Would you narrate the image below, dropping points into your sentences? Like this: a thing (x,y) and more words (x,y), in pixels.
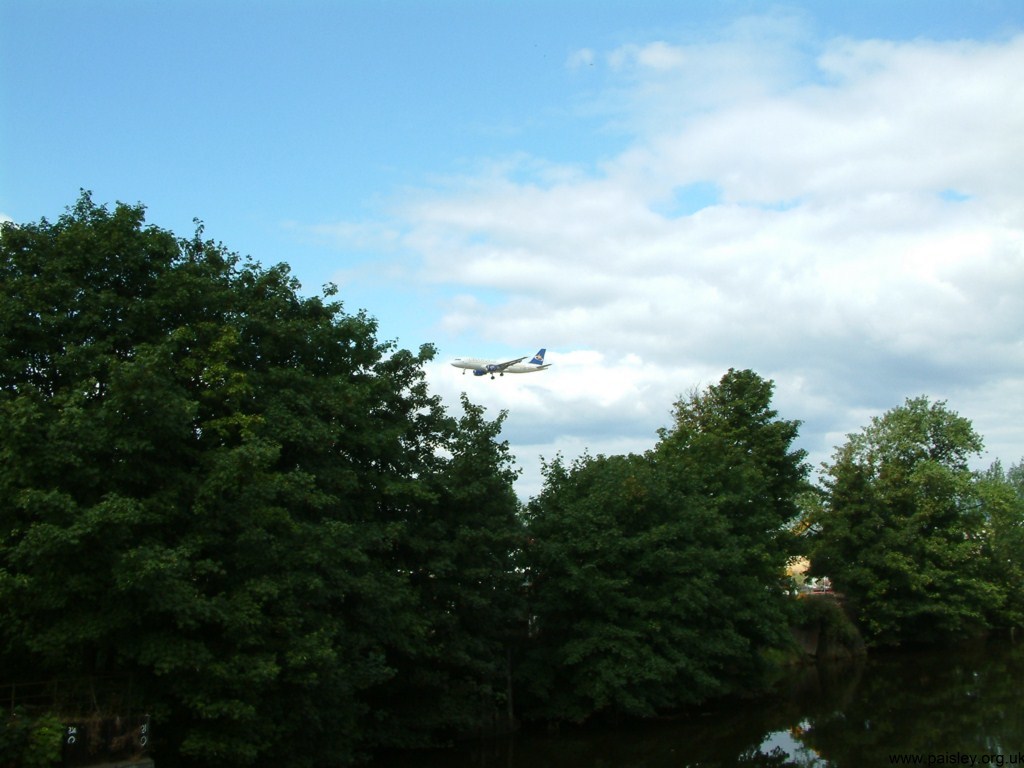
In front of the picture, we see the trees (536,593). We see an airplane (500,370) in white and blue color is flying in the sky (451,331). In the background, it looks like a yellow color building (801,562). At the top (397,154), we see the clouds (817,176) and the sky (260,152), which is blue in color.
